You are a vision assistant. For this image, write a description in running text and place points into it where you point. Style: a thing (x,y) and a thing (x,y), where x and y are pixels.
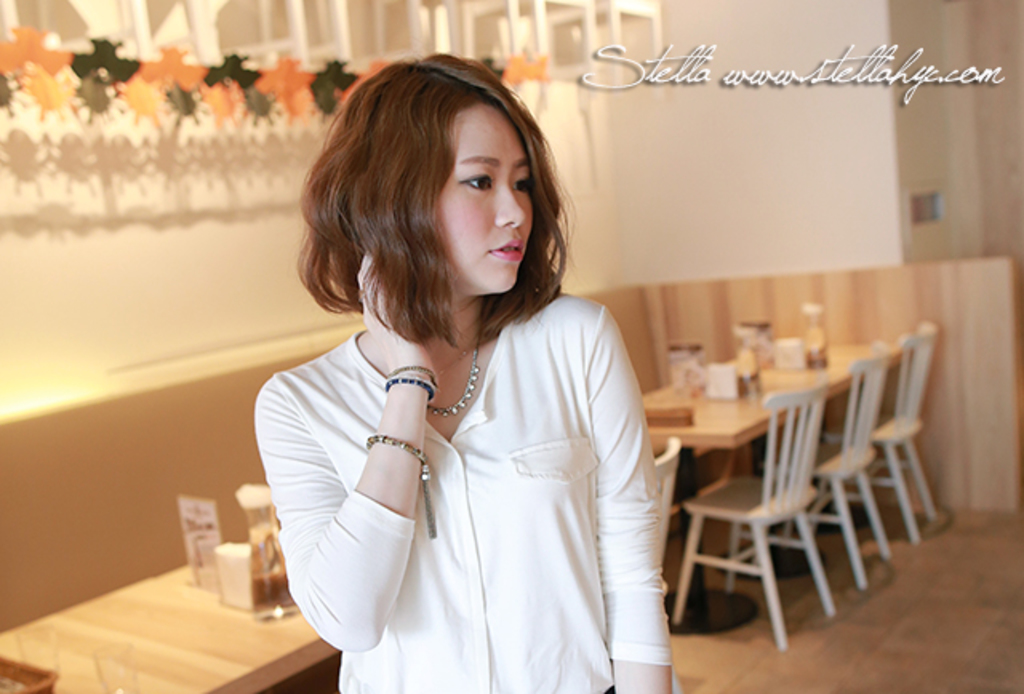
There is a girl (390,419) with white shirt (530,488) standing in the room (54,570). There are glasses (104,655), bottles (257,528), tissues (248,585) on the table (734,405) and there are chairs (860,466) at the back side (763,497).
